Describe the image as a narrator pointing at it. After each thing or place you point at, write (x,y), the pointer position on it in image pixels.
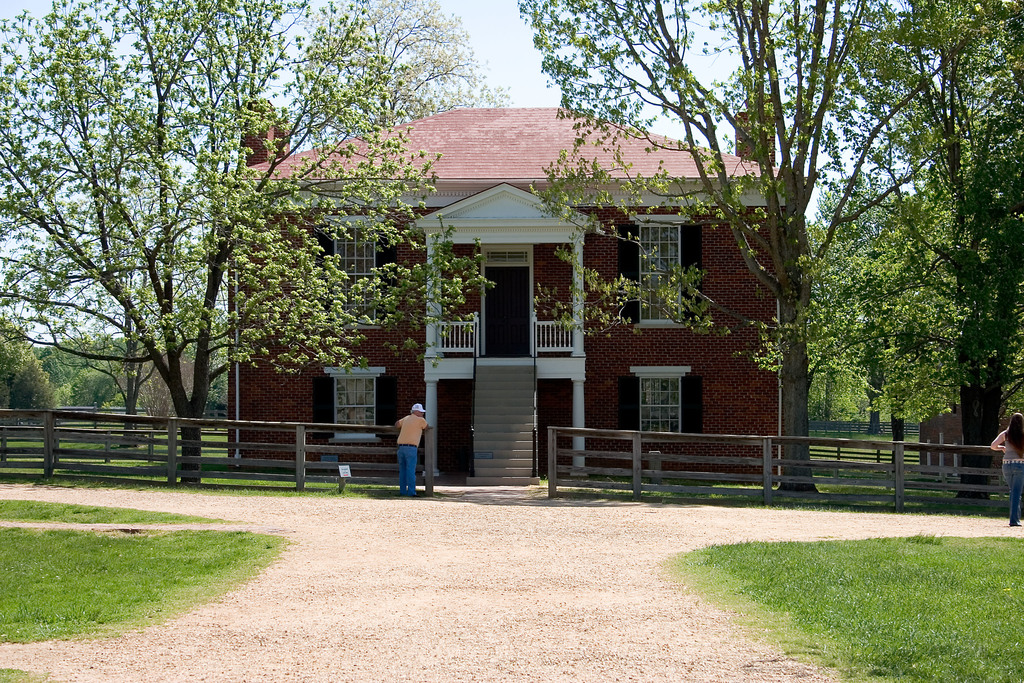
In the center of the image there are two people (1007,472) standing in front of the wooden fence (663,434). There is a building (596,373). There are trees (4,87). At the bottom of the image (131,512) there is grass (958,644) on the surface (864,610). At the top of the image (472,25) there is sky (472,25).
